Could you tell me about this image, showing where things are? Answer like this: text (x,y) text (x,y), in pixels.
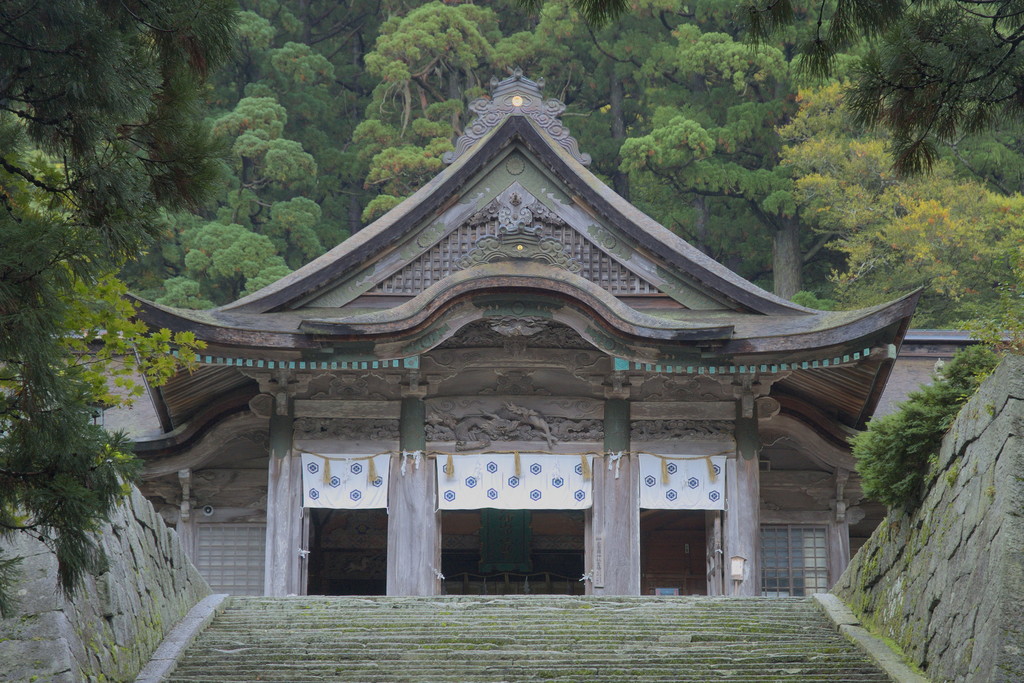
This picture is taken from the outside of the city. In this image, in the middle (372,430), we can see a house (291,476), pillar (398,494), glass window (257,560). In the middle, we can also see a staircase (371,641). On the right side (988,524), we can see a wall (989,488) which is made of stones (997,453), plants (940,415), trees (946,218). On the left side (130,473), we can also see a wall (133,551), trees (37,332), plants (43,294). In the background (393,62), we can also see some trees (577,46).
